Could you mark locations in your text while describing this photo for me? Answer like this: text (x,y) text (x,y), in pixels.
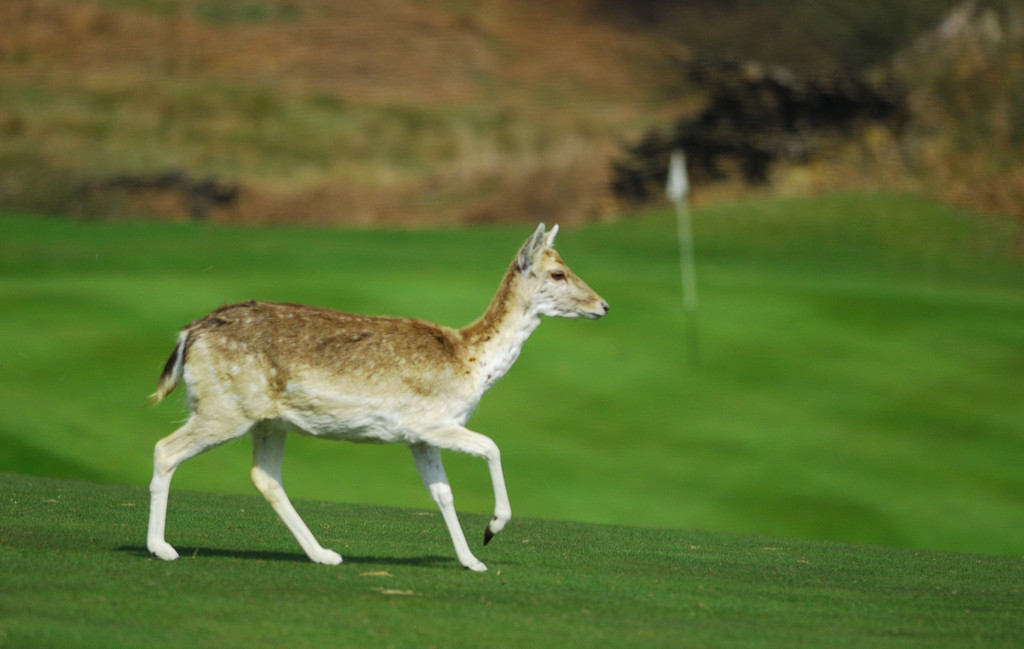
In the foreground of this image (570,314), there is a deer (424,456) walking on the grass (557,598) and in the background (706,472), there is flag (683,187) on the grass (690,353) and on the top of the image (557,62) is blurred.
